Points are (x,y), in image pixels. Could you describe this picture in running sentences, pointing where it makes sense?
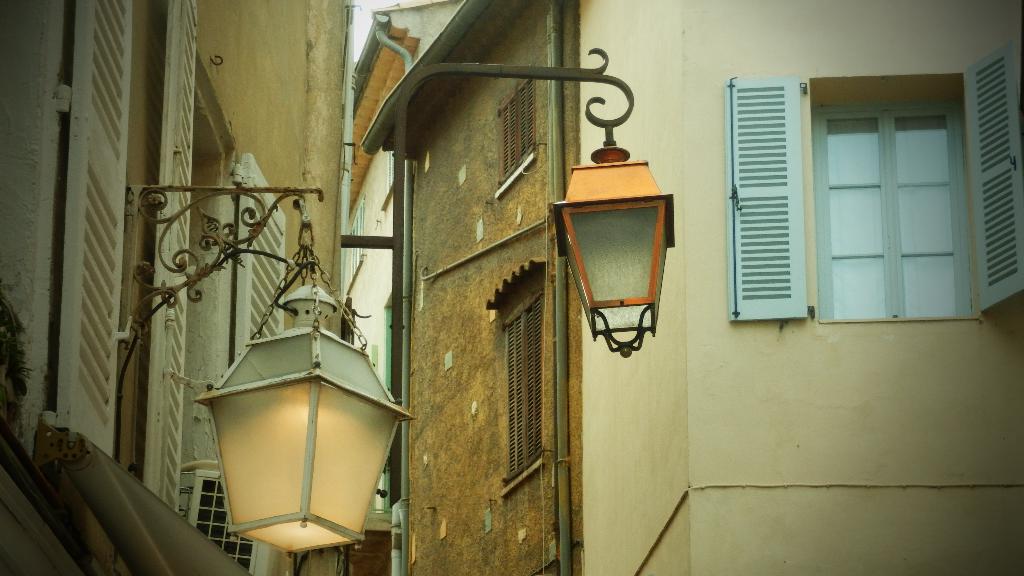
In this image two lamps (343,396) are hanged to the metal rods (396,216) which are attached to the wall (223,173) having windows (516,147). Background (304,148) there are few buildings (580,422).
